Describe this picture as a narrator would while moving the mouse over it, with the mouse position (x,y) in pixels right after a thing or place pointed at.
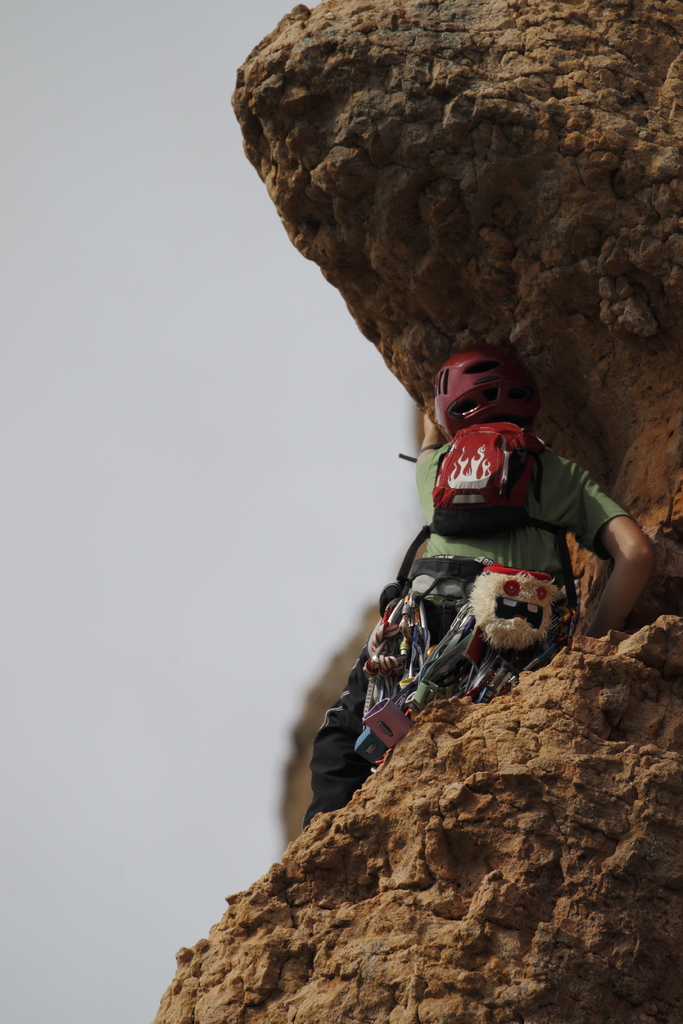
In this image a person (488,376) is climbing the rock (503,722). He is carrying a bag (493,478). He is wearing a helmet (488,400). Left side (205,660) there is sky (287,509).
